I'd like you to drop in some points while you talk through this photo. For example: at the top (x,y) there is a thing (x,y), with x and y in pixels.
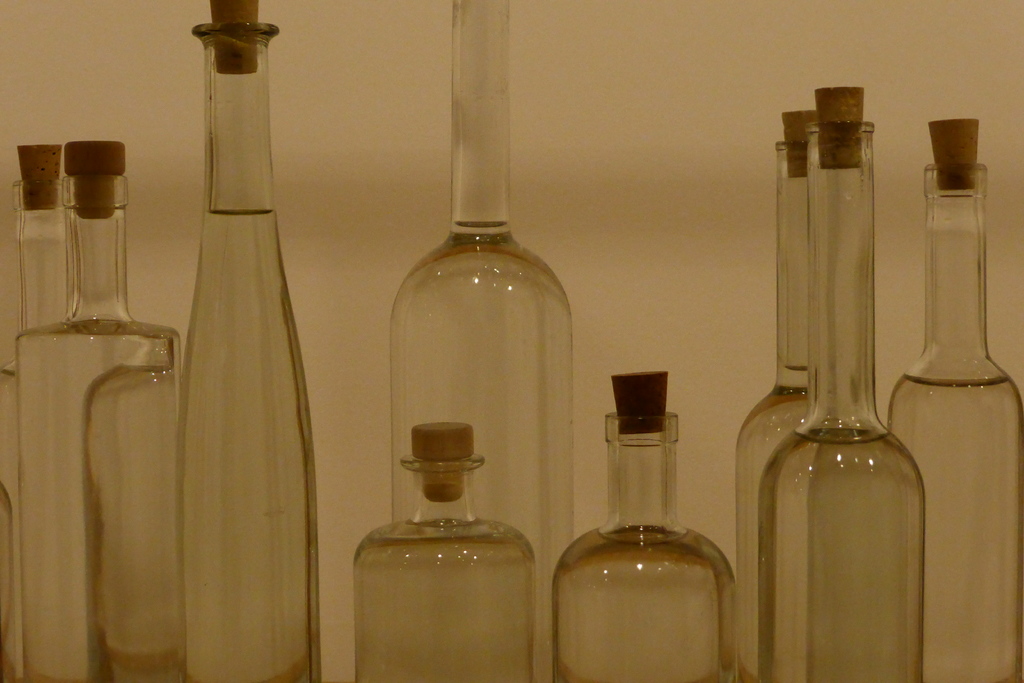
This is a picture of bottles (442,415) of liquid (477,452) with the wooden lid (424,437) at the back ground (376,292) we have a wall (305,189).
